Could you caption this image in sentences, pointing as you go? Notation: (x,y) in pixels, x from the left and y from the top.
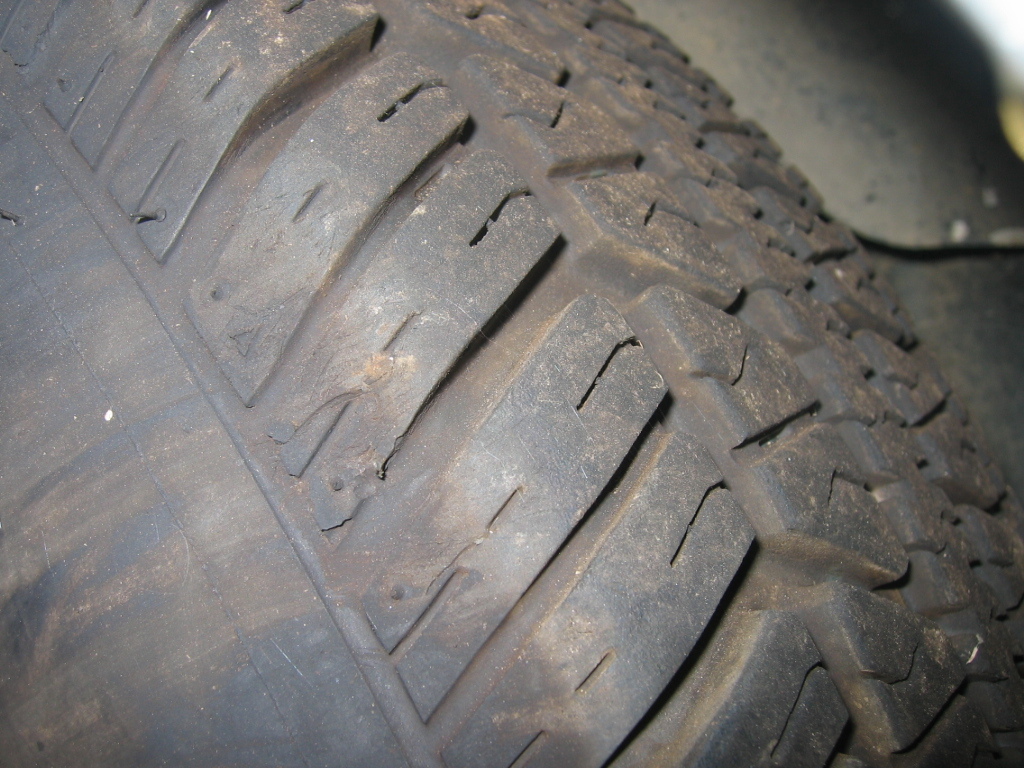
In this picture I can see a black color tire (631,450) in front (390,17) and I see that it is blurred on the top right corner of this picture (901,116).
